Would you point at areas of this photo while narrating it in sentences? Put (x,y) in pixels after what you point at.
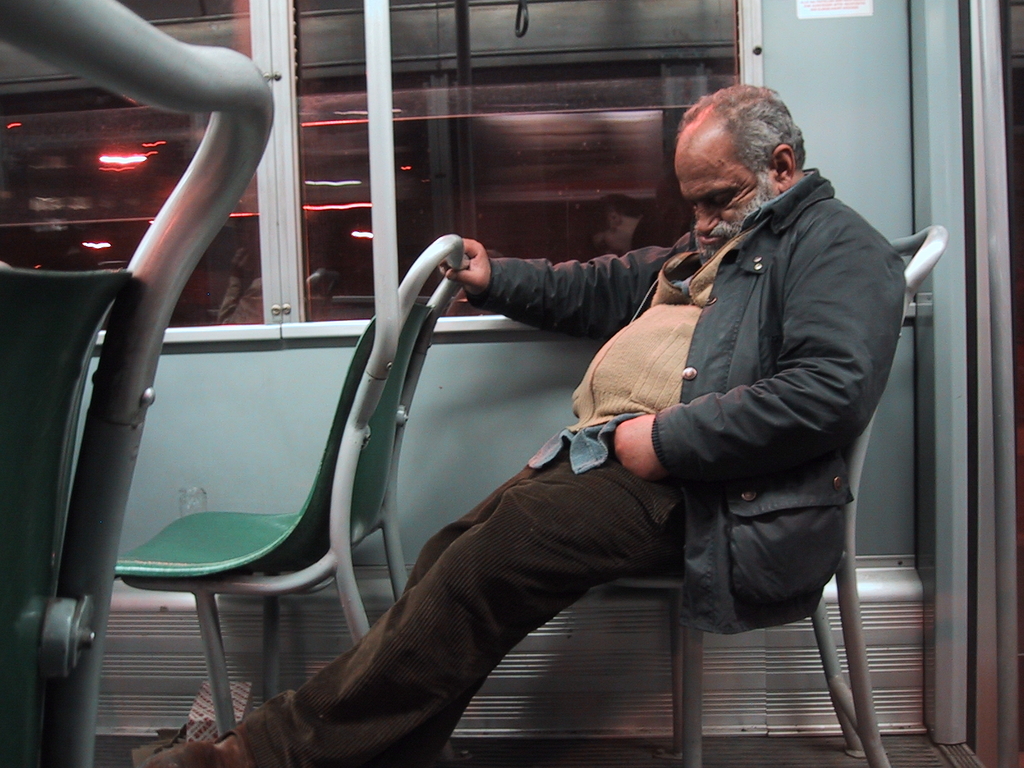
This is a picture of a man (723,349) sitting on a chair (685,632). This is the inside view of a vehicle (133,359) the man (705,267) is sitting in front of the glass window (497,151).
